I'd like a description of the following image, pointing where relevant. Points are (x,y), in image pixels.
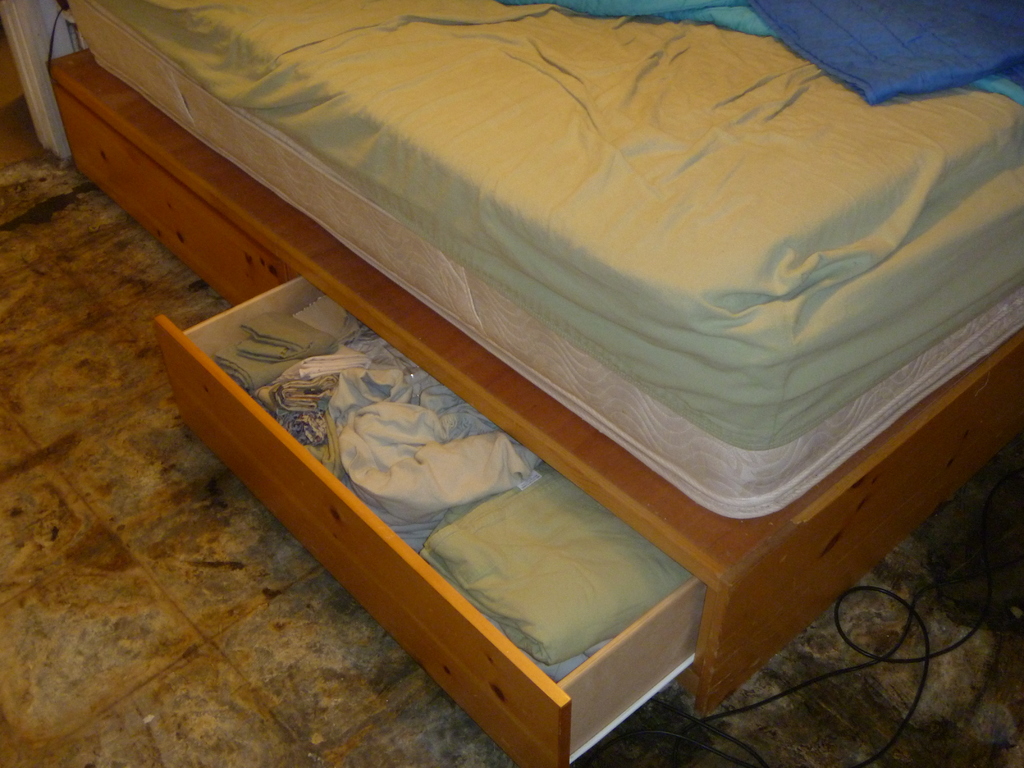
In this picture there is a bed (363,169) at the top side of the image (363,169) and there are cupboards (263,312) at the bottom side of the bed (205,120).
